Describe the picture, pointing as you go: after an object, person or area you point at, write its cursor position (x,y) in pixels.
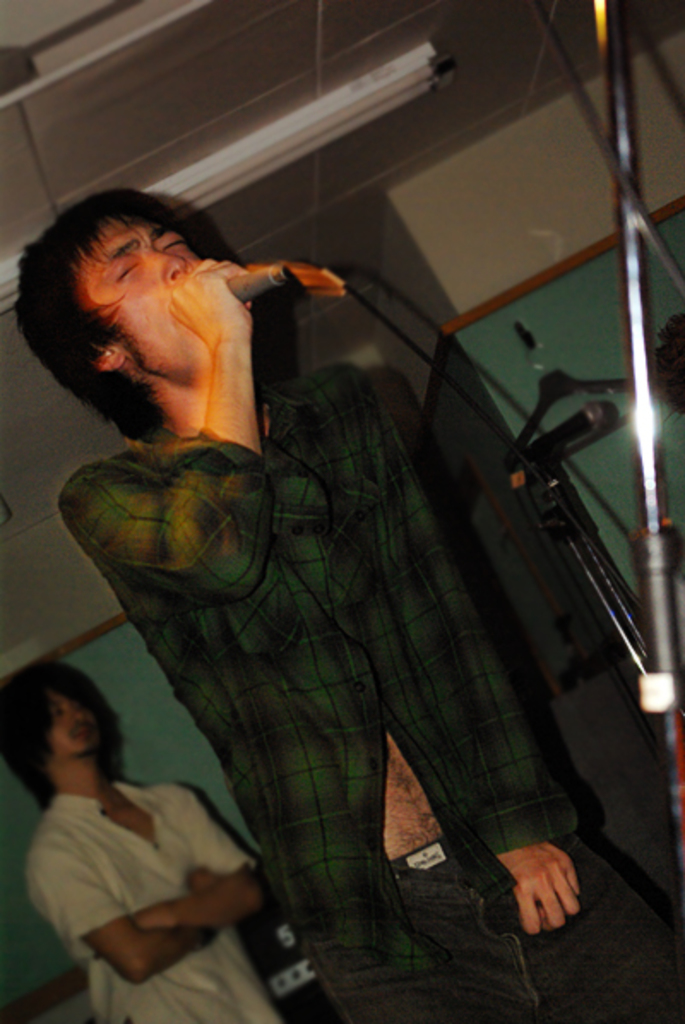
In this picture I can see a man (352,549) standing and holding a mike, there is a mike (590,406) with a mike stand (622,180), there is another person (60,728) standing, there are lights (380,104) and some other items (639,229), and in the background (410,301) there is a wall (56,594).
